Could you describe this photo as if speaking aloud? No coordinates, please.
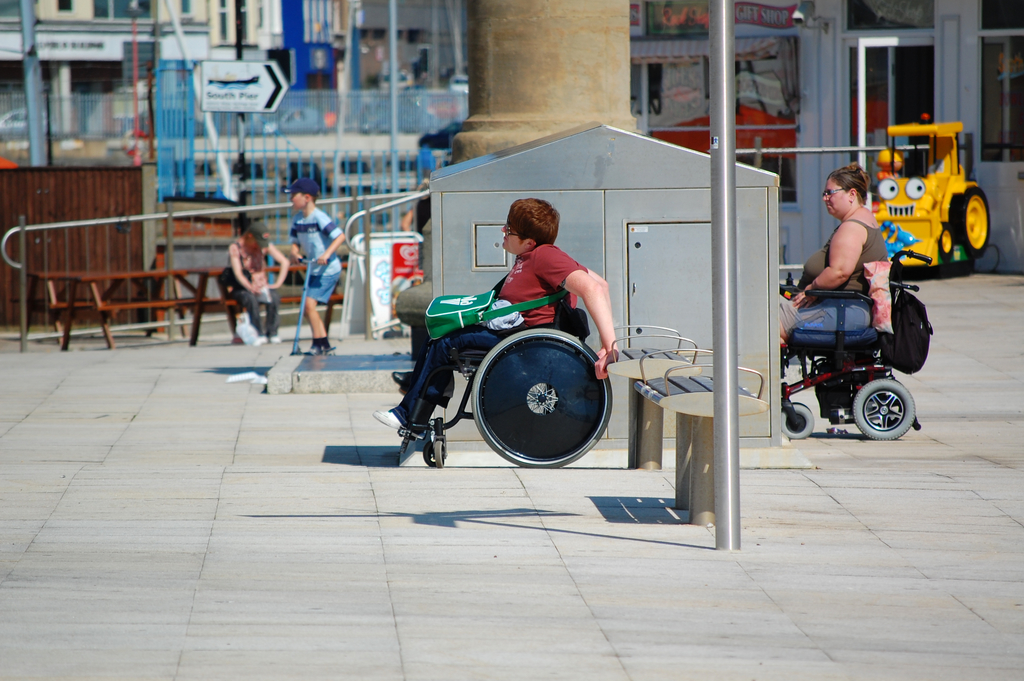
In this picture we can see a group of people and in the background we can see a fence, poles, buildings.
